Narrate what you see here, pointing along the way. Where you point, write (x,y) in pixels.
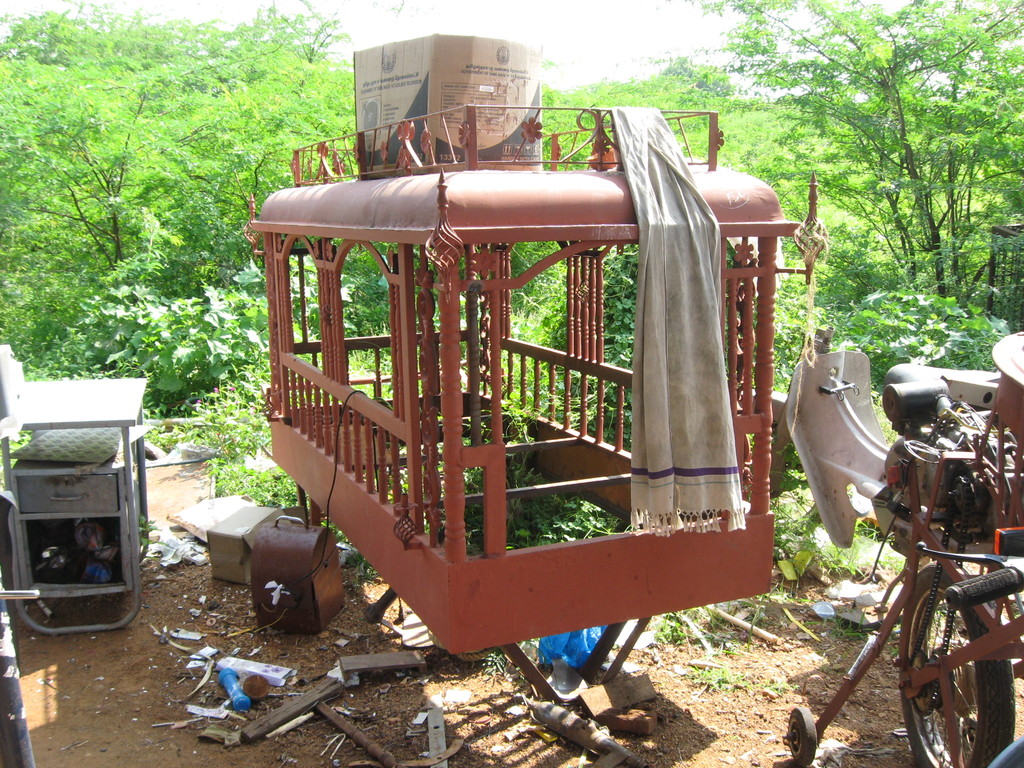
In the foreground of this image (457,320), we see a red color cart like structure (470,264) in the middle of the ground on which a cardboard box (471,90) and a clothes (665,186) placed on it. On right (931,462), we see a bicycle (951,566) and a motorbike (873,417) and the trees (897,200). On left (41,572), we see a table (92,408) and trees (107,186). On top (501,10), we see the sky (574,3).
